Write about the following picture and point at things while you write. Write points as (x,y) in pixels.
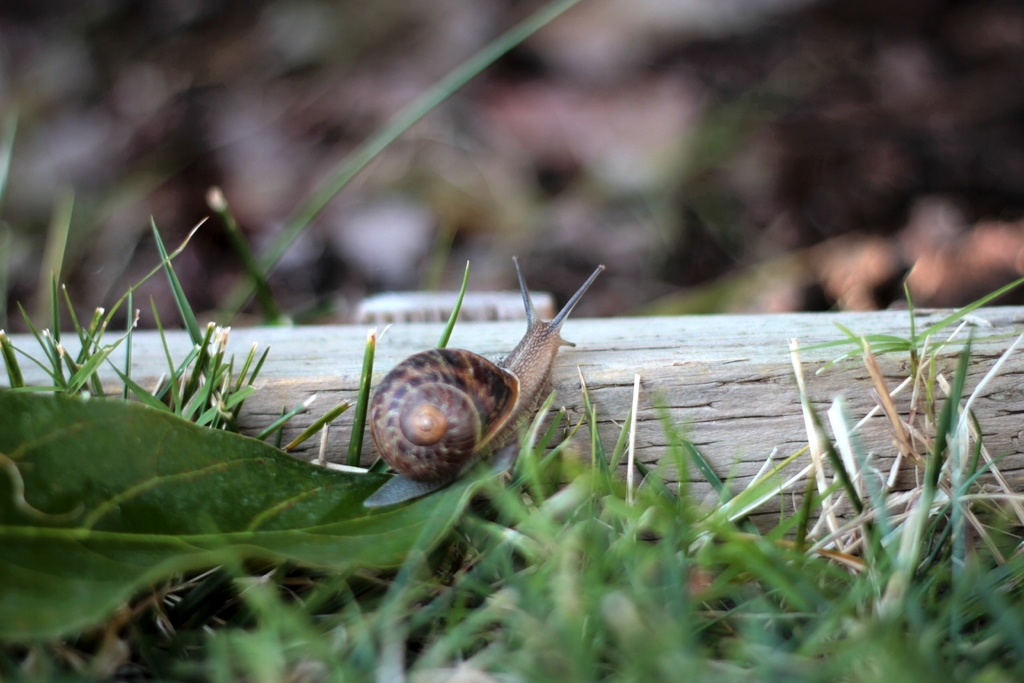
In this picture we can see a brown color snail (464,443) climbing on the wooden rafter (782,412). In the front (567,523) bottom side we can see green leaves (255,541) and grass (752,602).
